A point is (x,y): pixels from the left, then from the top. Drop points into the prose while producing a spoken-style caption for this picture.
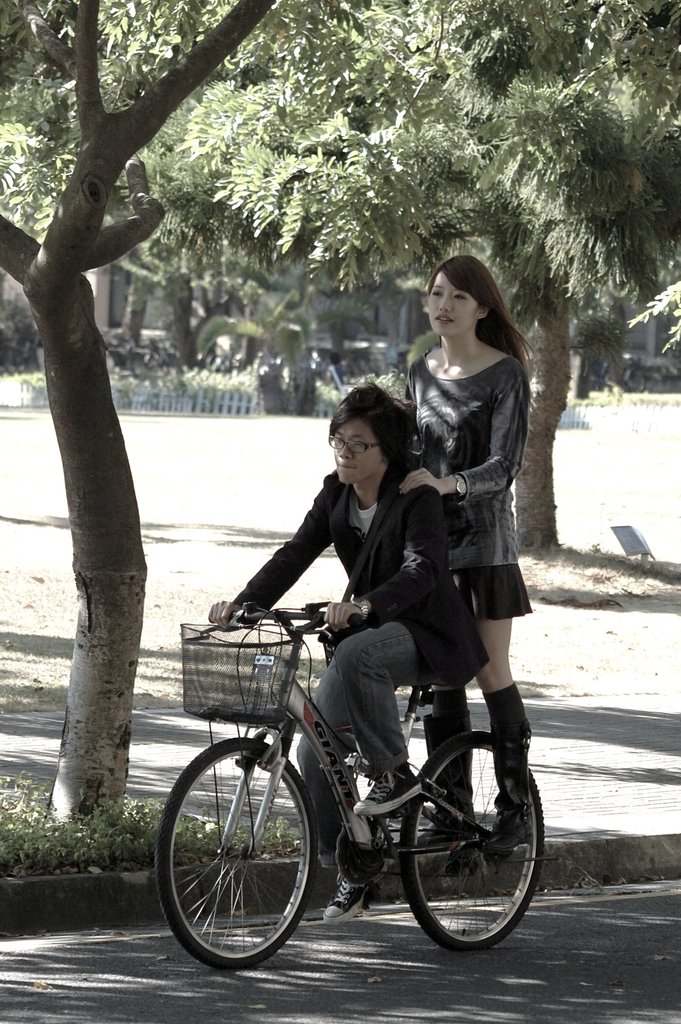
There are two persons (377,506) in this image. A man (402,663) riding a bicycle (262,702) and woman (466,298) standing on it and at the background (220,438) there are trees (328,316) and a garden (592,610).
